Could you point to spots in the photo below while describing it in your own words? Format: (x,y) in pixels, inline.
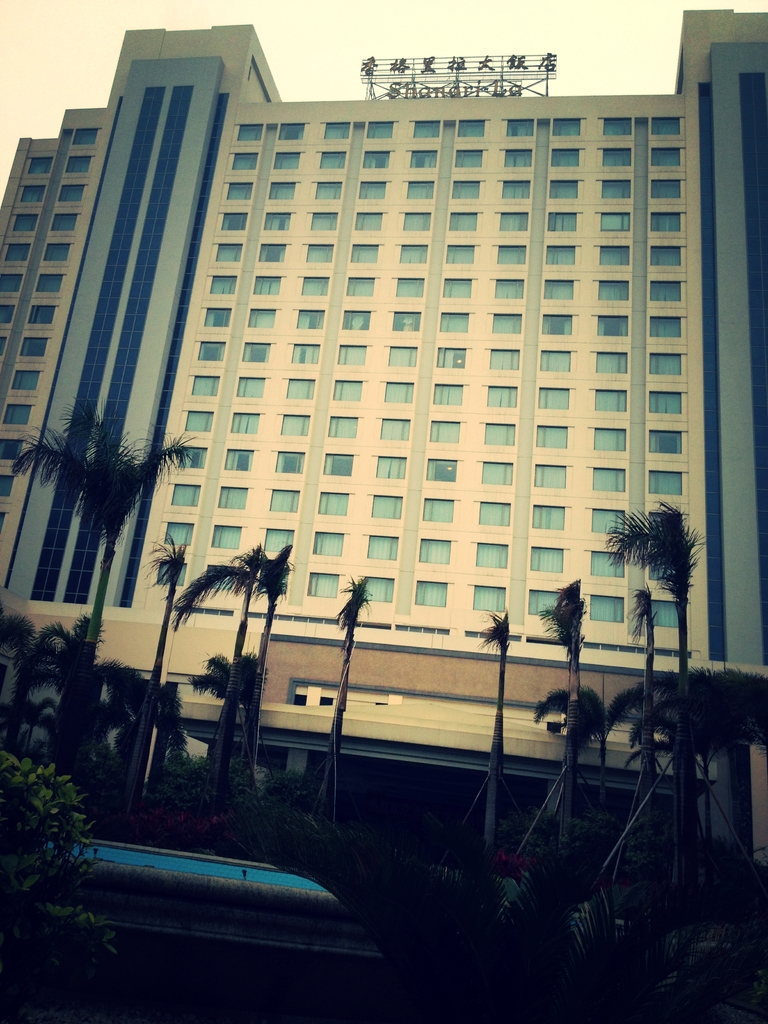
In this image we can see a building (509,320) with text (487,67) on the top of the building (510,122) and there are few trees (491,805) and a blue color object (266,877) in front of the building (536,781) and there is a sky (329,39) in the background (402,38).
